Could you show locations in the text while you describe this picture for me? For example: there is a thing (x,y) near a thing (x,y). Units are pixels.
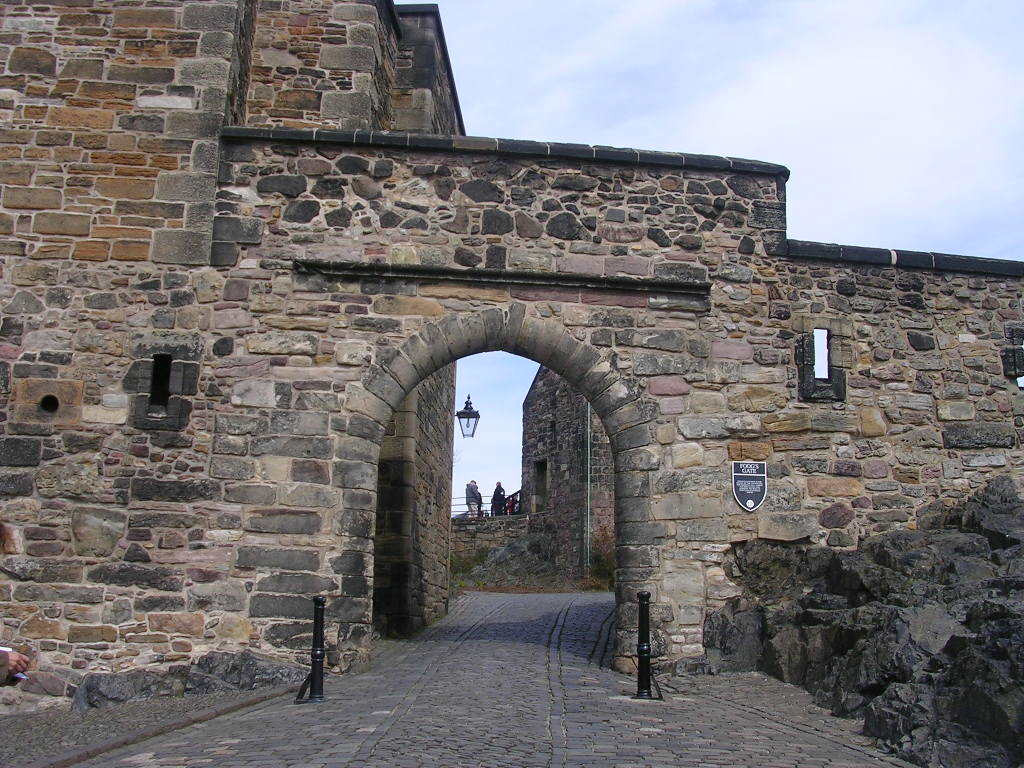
The picture consists of castle (602,212) made of stone walls (389,217). In the foreground (742,473) there are poles (642,631) and board (753,484). In the center of the picture (474,432) there is a light (464,424). Sky (481,419) is cloudy.
